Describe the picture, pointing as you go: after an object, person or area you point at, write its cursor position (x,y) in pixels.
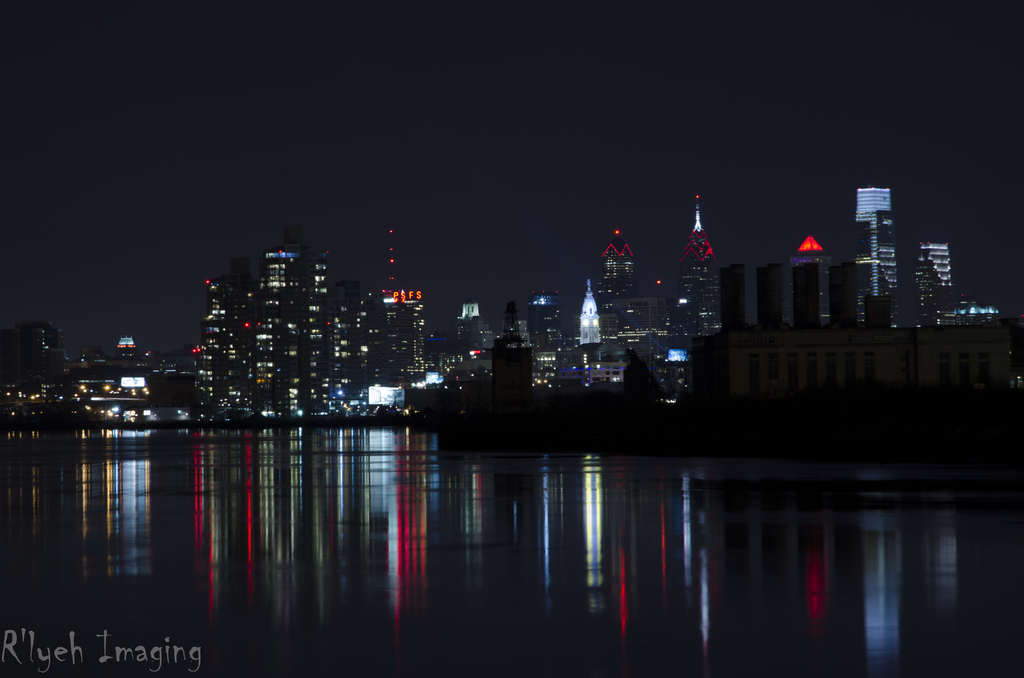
In the foreground of the picture (367,485) there is water (299,504). In the center of the picture (374,345) there are buildings (726,352). In the background (345,312) there are buildings (939,289) and lights (944,265). Sky (234,151) is dark.
